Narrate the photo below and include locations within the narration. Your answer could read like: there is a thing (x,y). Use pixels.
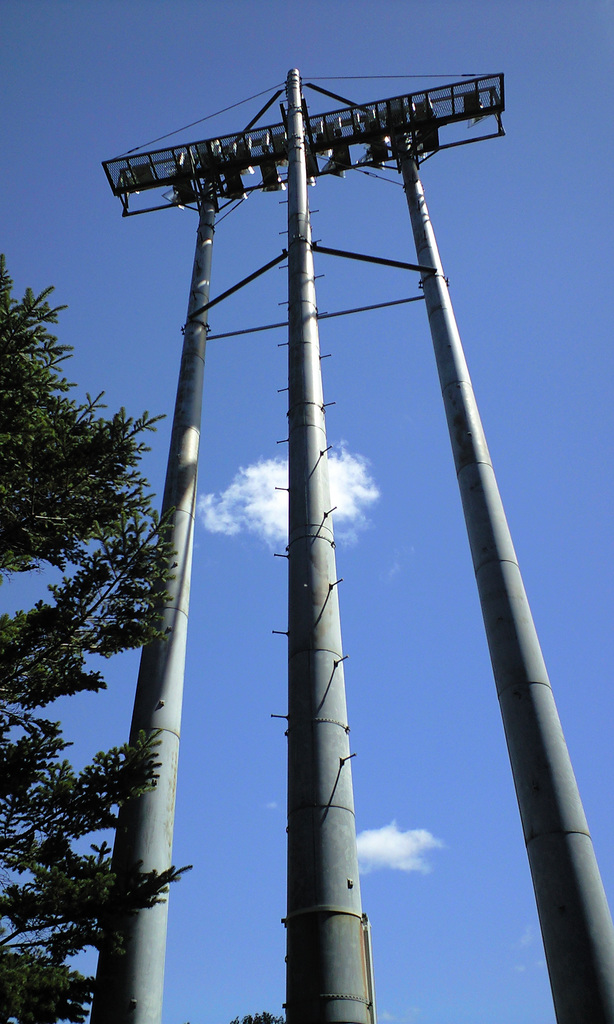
In this picture we can see few towers (289,507), trees (146,573) and clouds (244,514).
